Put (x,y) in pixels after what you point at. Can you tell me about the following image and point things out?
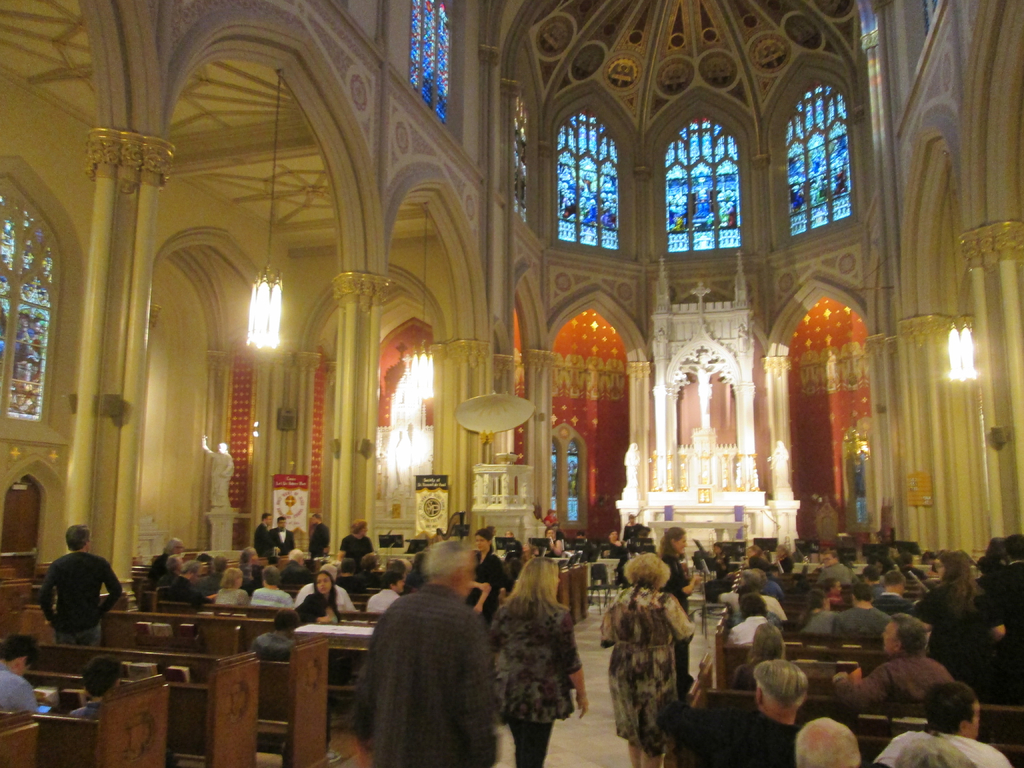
In this image we can see a few people (624,592) walking on the floor (592,602) and a few people (893,623) sitting on the benches (315,681). And we can see the wall (622,332) with a design (861,371) and pillars (474,383). There are windows (819,126), lights (269,278), statue (222,492) and boards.
